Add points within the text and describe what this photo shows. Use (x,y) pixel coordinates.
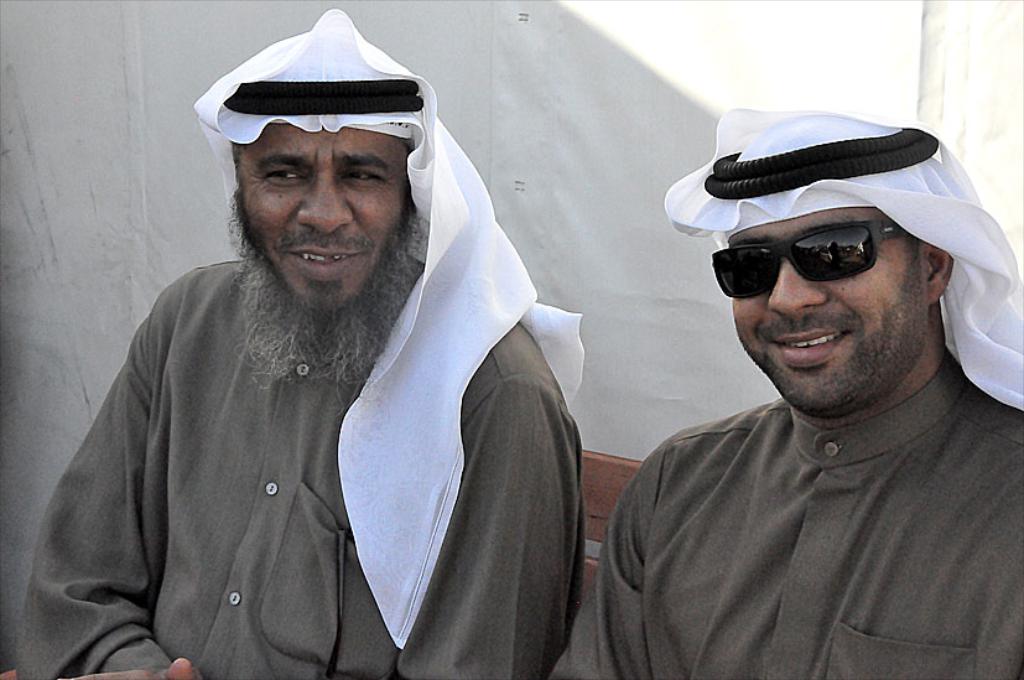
There are two men (474,550) sitting and smiling. They wore a arabic head turban (476,204) and kurta (483,479). In the background (564,225), that looks like a cloth (529,99), which is white in color.
